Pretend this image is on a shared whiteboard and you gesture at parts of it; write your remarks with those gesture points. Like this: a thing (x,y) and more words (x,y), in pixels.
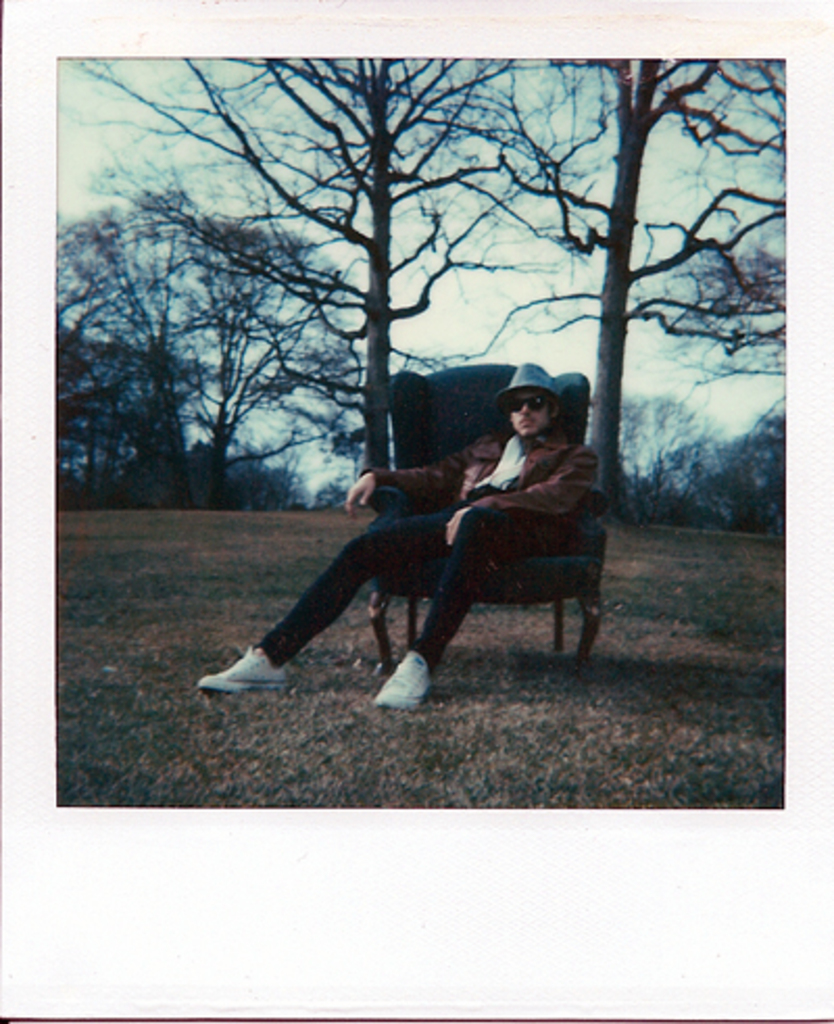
There is one man (490,504) wearing a cap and sitting on a chair (445,445) as we can see in the middle of this image (552,587). There are trees (372,428) in the background (407,246), and there is a sky (534,274) at the top of this image (536,251).
